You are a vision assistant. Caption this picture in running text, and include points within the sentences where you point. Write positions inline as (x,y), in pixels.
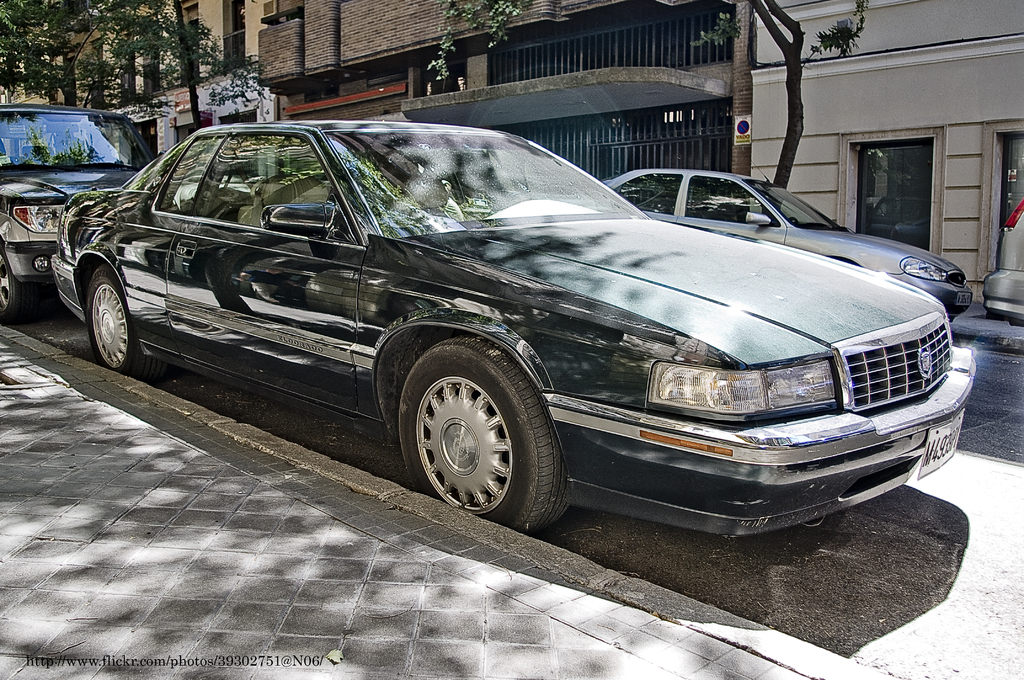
In the center of the image (458,342) we can see cars (204,167), buildings (605,113), trees (218,64), windows (865,175), door (884,155), grills (685,105). At the bottom of the image (664,587) we can see road (902,557), some text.
